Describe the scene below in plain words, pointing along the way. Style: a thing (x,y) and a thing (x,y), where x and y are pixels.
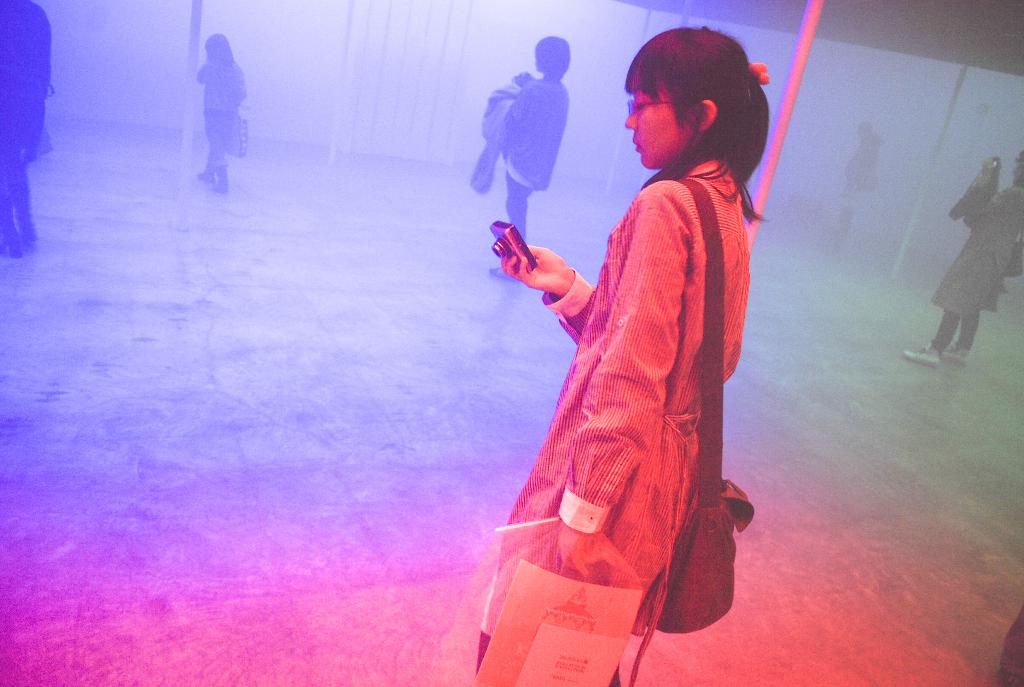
In this picture I can observe a woman (635,308) standing in the middle of the picture (562,308), holding a camera (520,249) in her hand (572,272). In the background (512,122) there are some people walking on the floor (873,291).
